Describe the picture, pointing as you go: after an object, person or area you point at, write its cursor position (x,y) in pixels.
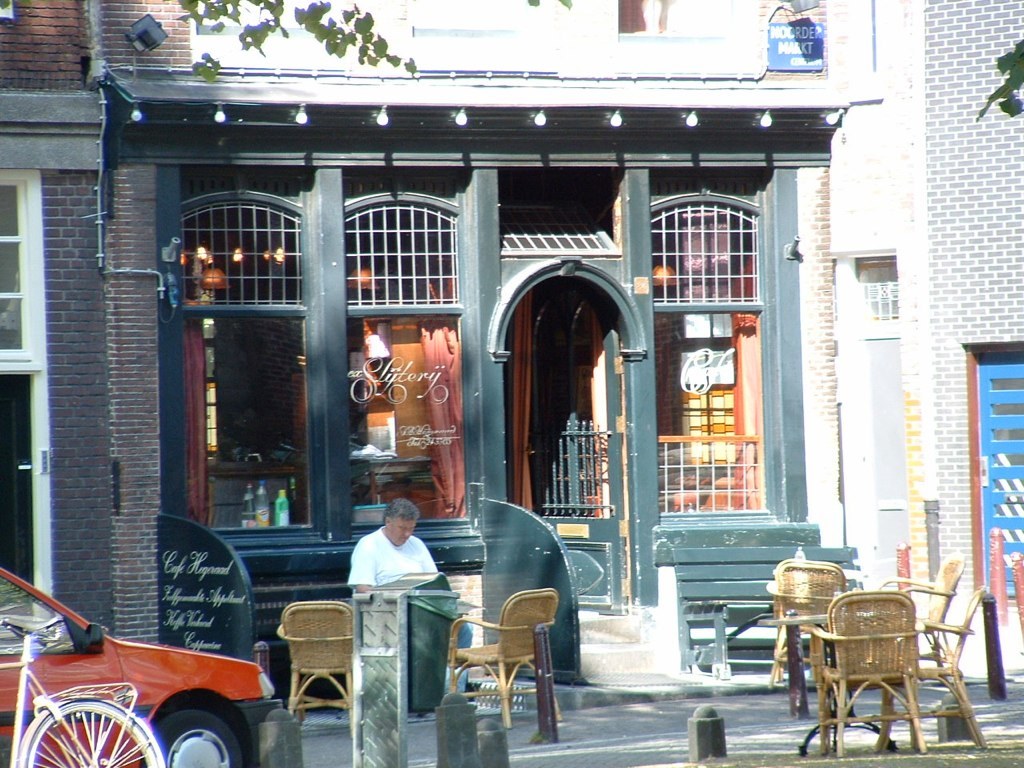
There is a person (379,565) wearing a white shirt (388,548) is sitting. And there are many chairs (936,597) table (807,618). And there is a car (119,675) and cycle (128,688) on the sidewalk (681,685). There is a dustbin (423,635). In the background (466,366) there is a building (361,256). In this building (436,379) there are curtains (449,381), railings (559,442), windows (397,263), series of lights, pipes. There is a door (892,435) for another building (880,469). There are small pillars (468,712) on the sidewalk (523,713).
